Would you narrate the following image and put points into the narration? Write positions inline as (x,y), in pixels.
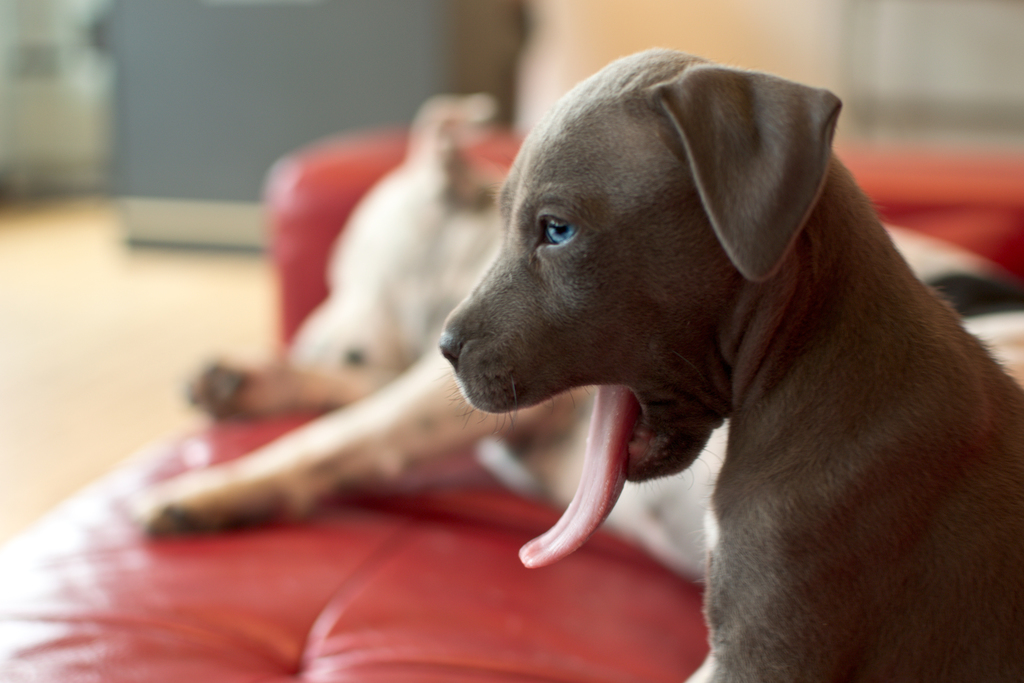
In this image we can see dogs (538,362), couch (466,483), and floor (63,409). There is a blur background (389,10).
